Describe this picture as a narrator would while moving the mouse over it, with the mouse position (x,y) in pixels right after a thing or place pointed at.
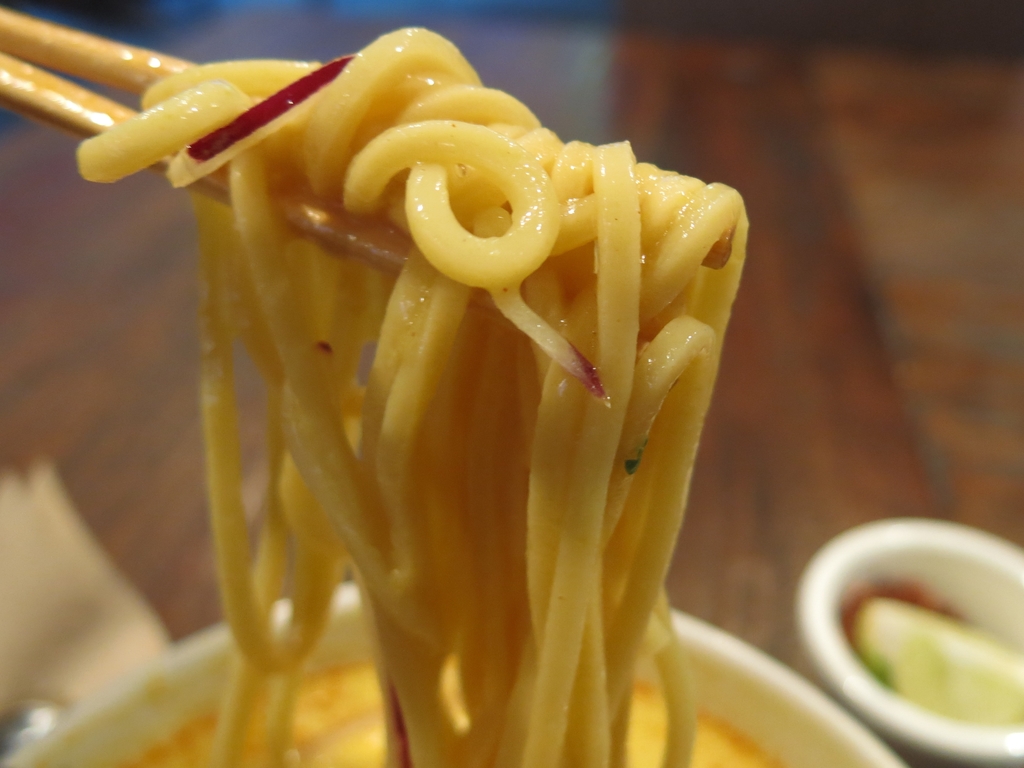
In this image I can see noodles (487,435), few plates (729,709) and chopsticks (81,91).
